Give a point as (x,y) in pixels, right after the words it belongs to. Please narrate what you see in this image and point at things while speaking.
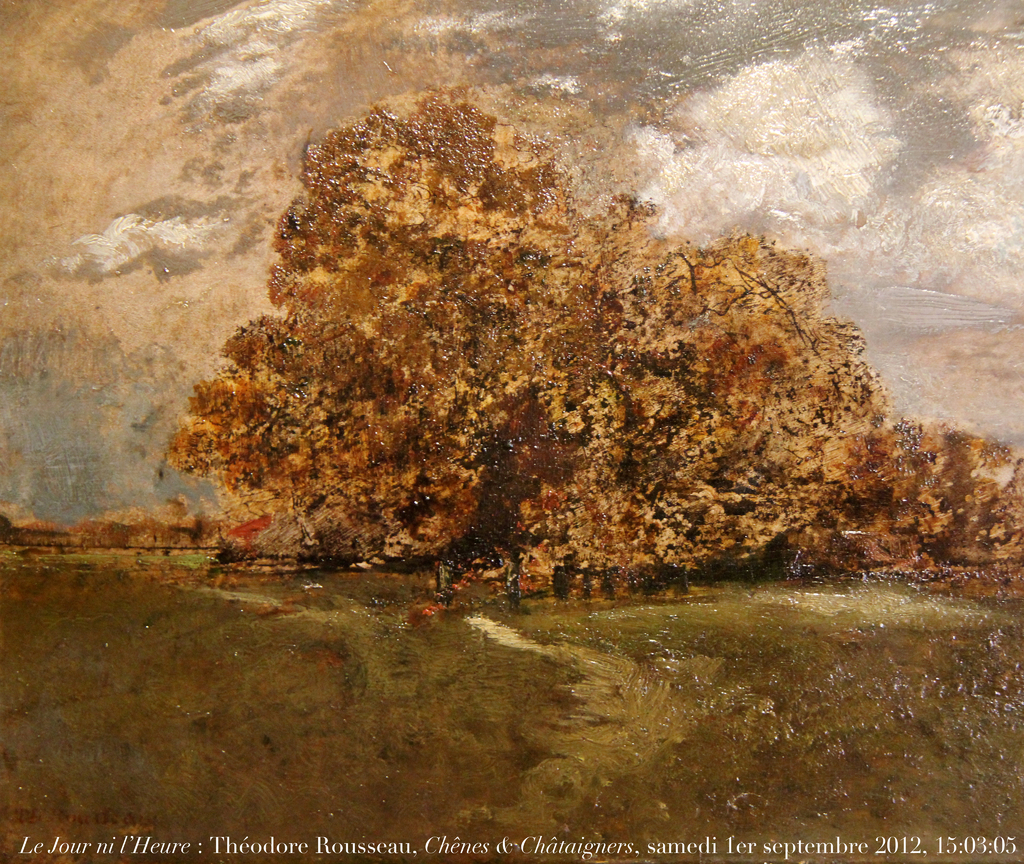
This is the image of the painting (621,481) where there are trees (654,530), some clouds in the sky (592,184) and there is some text (273,845) written at the bottom of the image (590,858).
